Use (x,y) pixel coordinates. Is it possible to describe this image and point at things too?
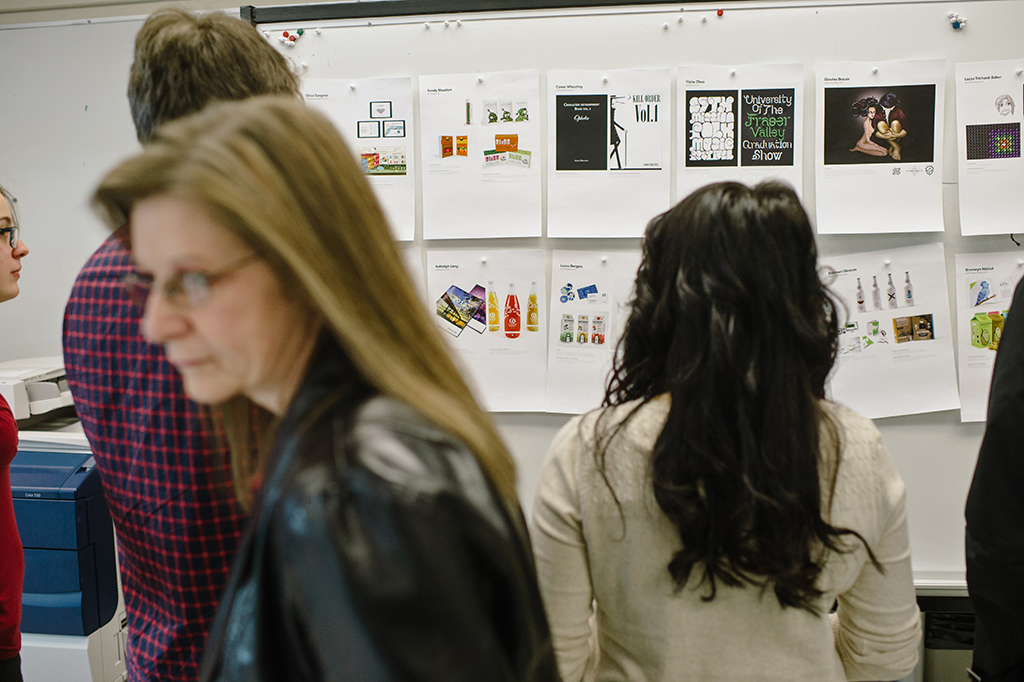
In this image there is a woman (284,386), behind the woman (286,451) there are three people (109,365) looking on the posters (597,306) on a board (674,126), beside the board (418,184) there is a xerox machine (98,487).
